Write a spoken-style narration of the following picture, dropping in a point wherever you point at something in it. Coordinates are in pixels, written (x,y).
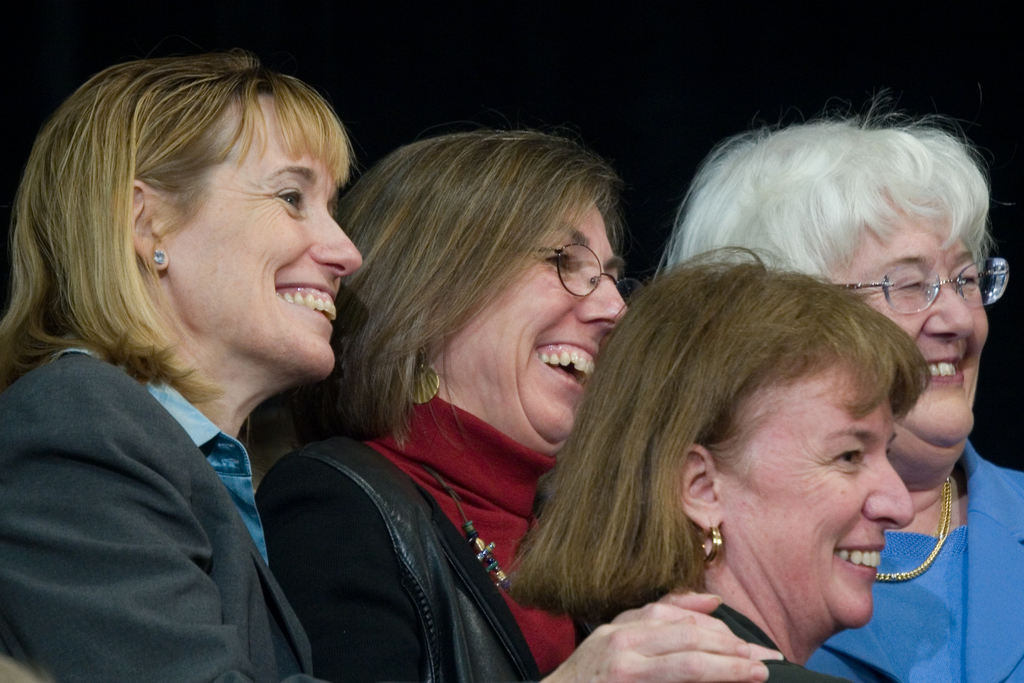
In this picture there some old women (589,160) standing in the front (270,620) smiling and looking on the right side (829,152). Behind there is a black background (436,33).
